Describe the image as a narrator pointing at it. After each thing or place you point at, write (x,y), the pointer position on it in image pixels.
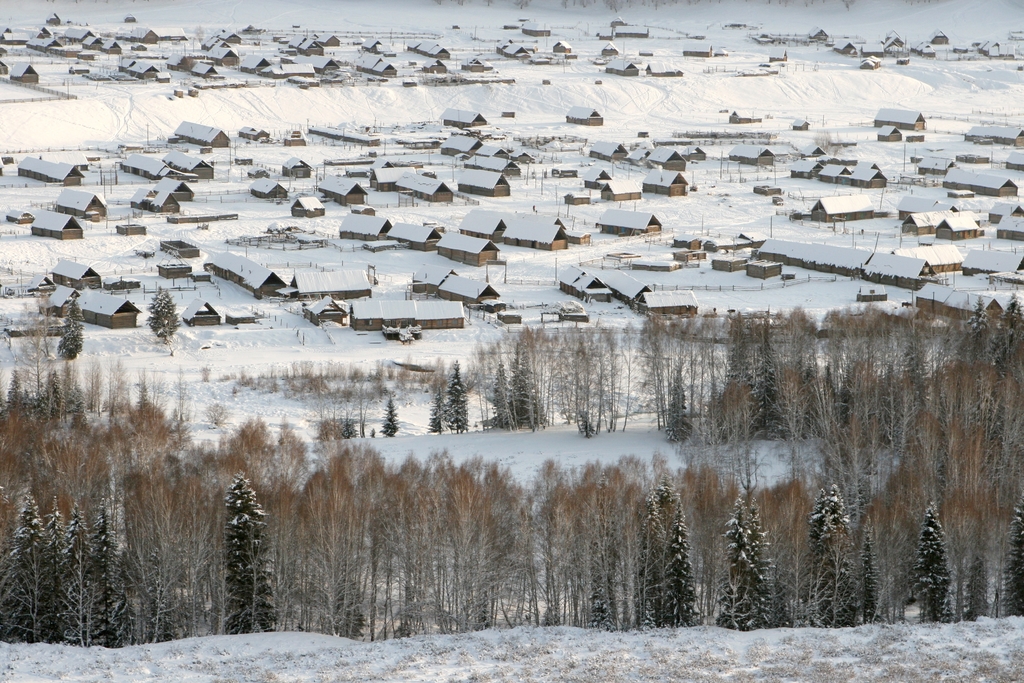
In this picture we can see trees (440,530) on the ground (797,465) and in the background (1017,19) we can see snow (444,367) and houses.
